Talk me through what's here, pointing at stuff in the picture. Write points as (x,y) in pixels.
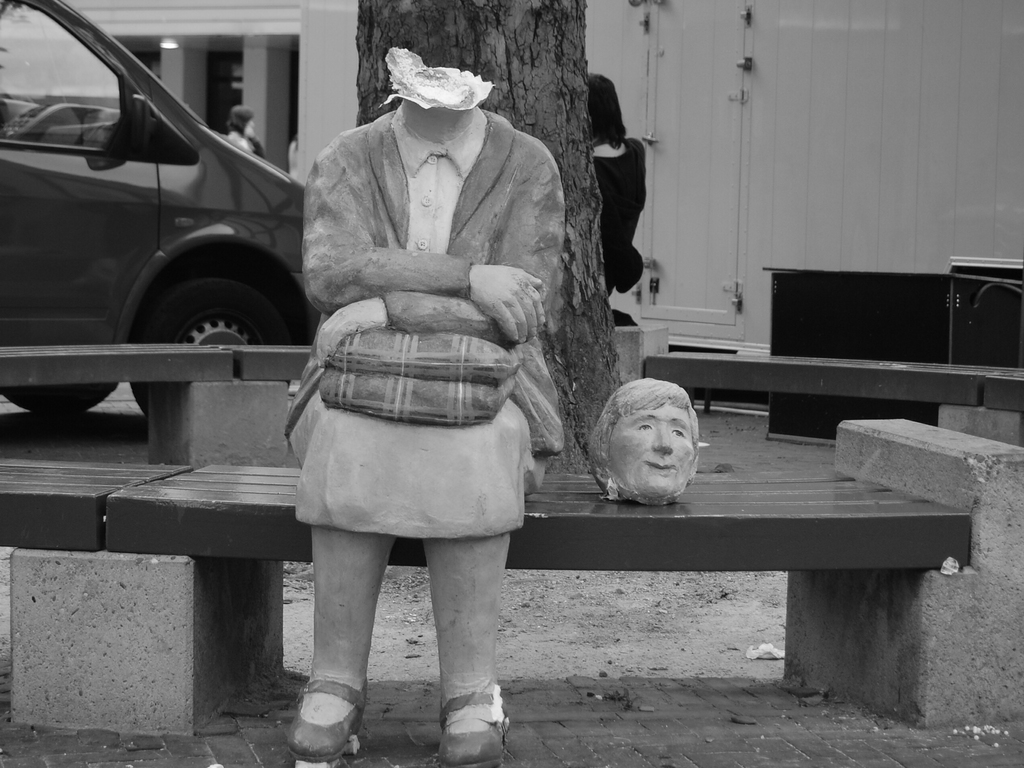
In this black and white image I can see a statue (323,512) or a toy (300,398) sitting on a bench (236,476), the head part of this statue (472,114) is broken and kept beside it. I can see a car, a person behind the car (106,211), some pillars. I can see a tree (470,41), a person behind the tree (588,314).
